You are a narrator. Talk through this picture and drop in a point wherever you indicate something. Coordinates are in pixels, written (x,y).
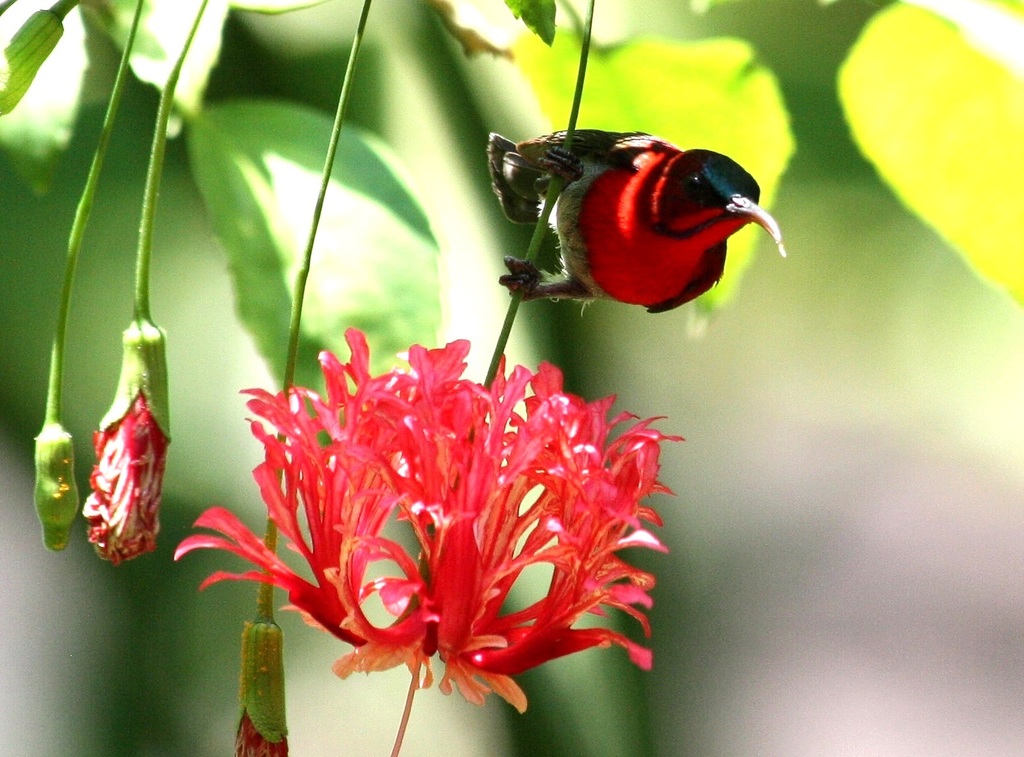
There are red flowers (456,399). The background (49,677) is blurred.
